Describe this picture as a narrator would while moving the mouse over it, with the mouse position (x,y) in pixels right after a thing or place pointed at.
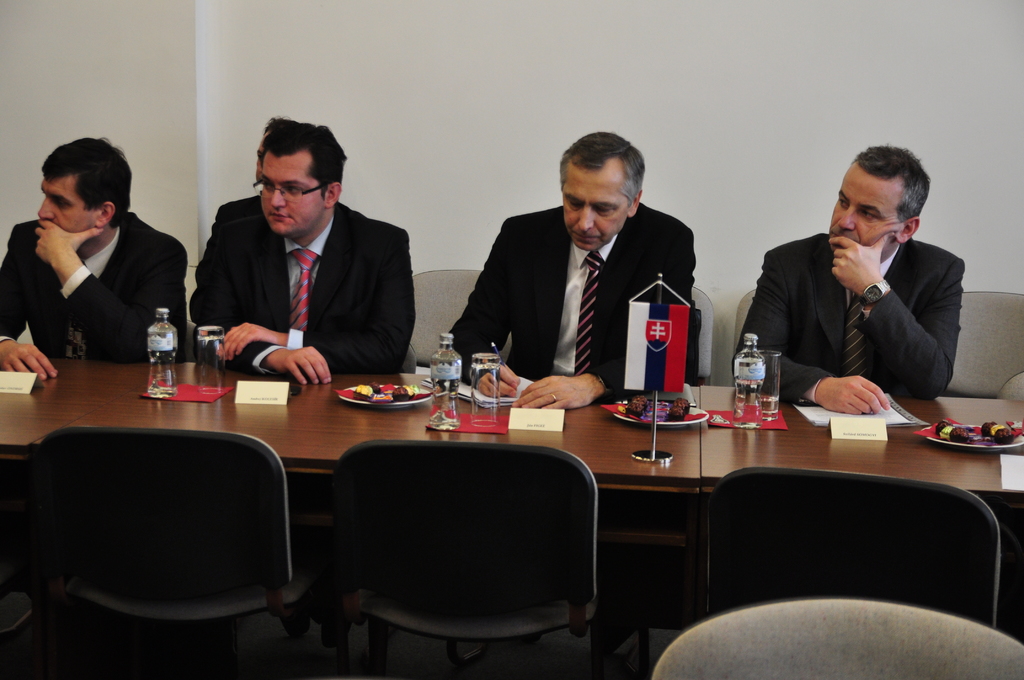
In this image, In the middle (398,431) there is a table (428,406) on that there is a bottle (172,360), glass (473,372), flag (651,377) and plate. In the middle (603,262) there are four men (400,286) sitting on the chairs (434,310). On the right (875,324) there is a man (827,320) he wears shirt (889,268), watch (881,290), suit (819,307). On the left (131,258) there is a man (124,268) he wears suit (126,280) and shirt (107,260). In the background (437,100) there is a wall (559,89).
